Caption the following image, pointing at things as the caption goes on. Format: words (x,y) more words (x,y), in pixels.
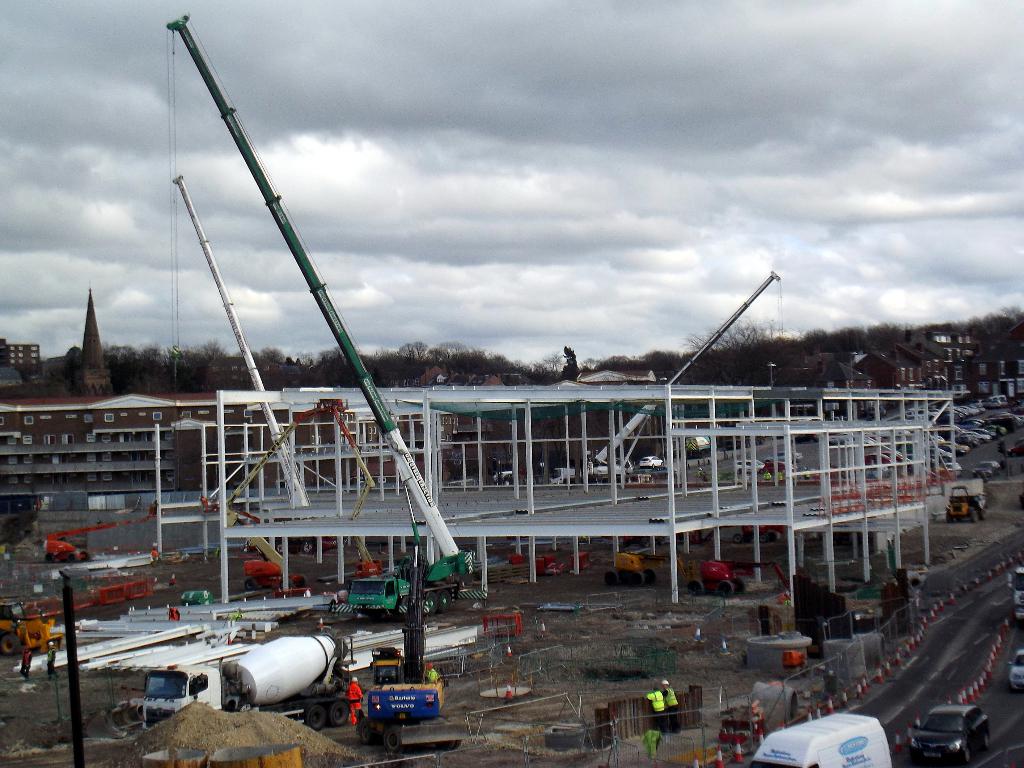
In the picture I can see buildings (135,479), trees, vehicles (956,738), people (654,690), poles (225,534) and some other objects (462,627). In the background (498,240) I can see the sky (546,220).
